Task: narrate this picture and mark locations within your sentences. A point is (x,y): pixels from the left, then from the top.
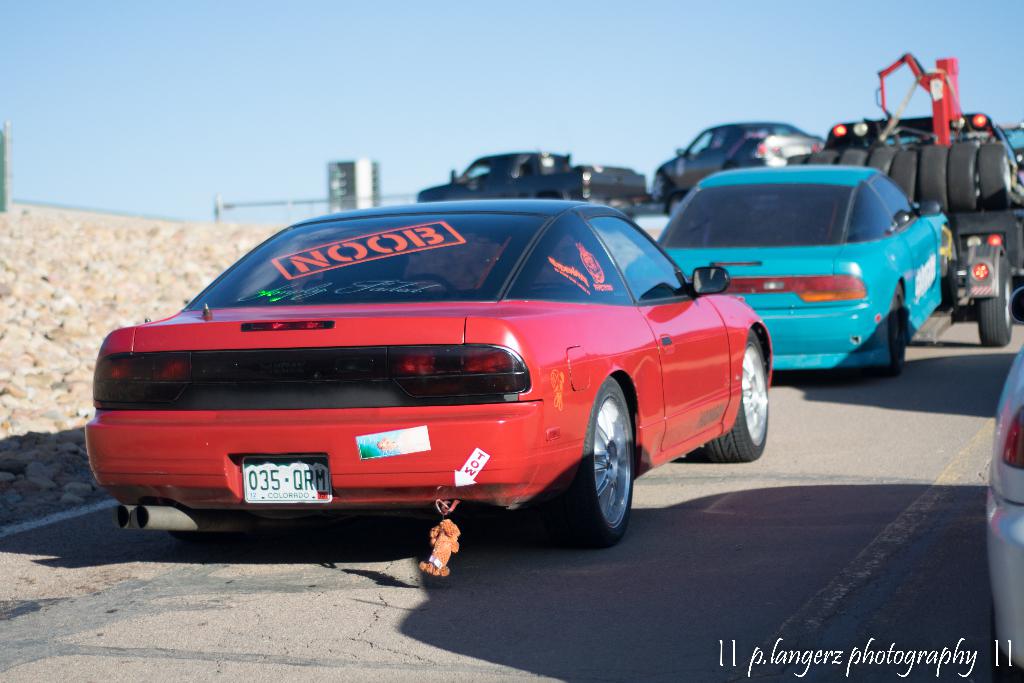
In this image we can see cars (721,327) on the road (447,619). It seems like a boundary wall (156,254) on the left side of the image (139,289). At the top of the image (419,60), we can see the sky (257,84). There is a watermark (826,648) in the right bottom of the image (796,665).
